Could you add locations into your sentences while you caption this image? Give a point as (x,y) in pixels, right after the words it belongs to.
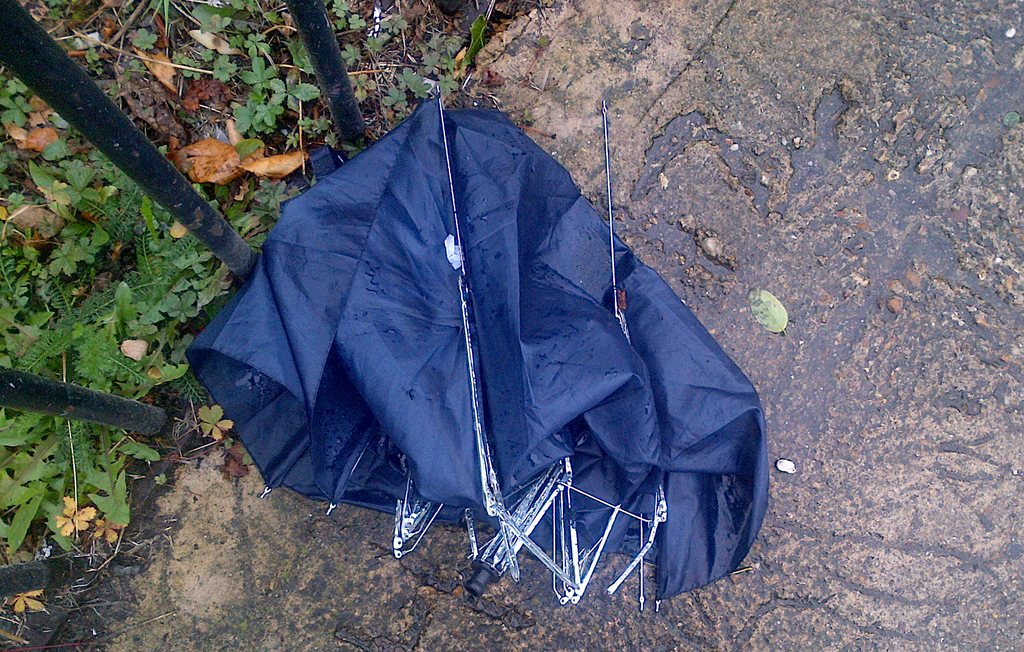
This picture shows a black color broken umbrella (473,442) on the floor (837,157) and we see grass (51,151) and few metal rods (49,59).
